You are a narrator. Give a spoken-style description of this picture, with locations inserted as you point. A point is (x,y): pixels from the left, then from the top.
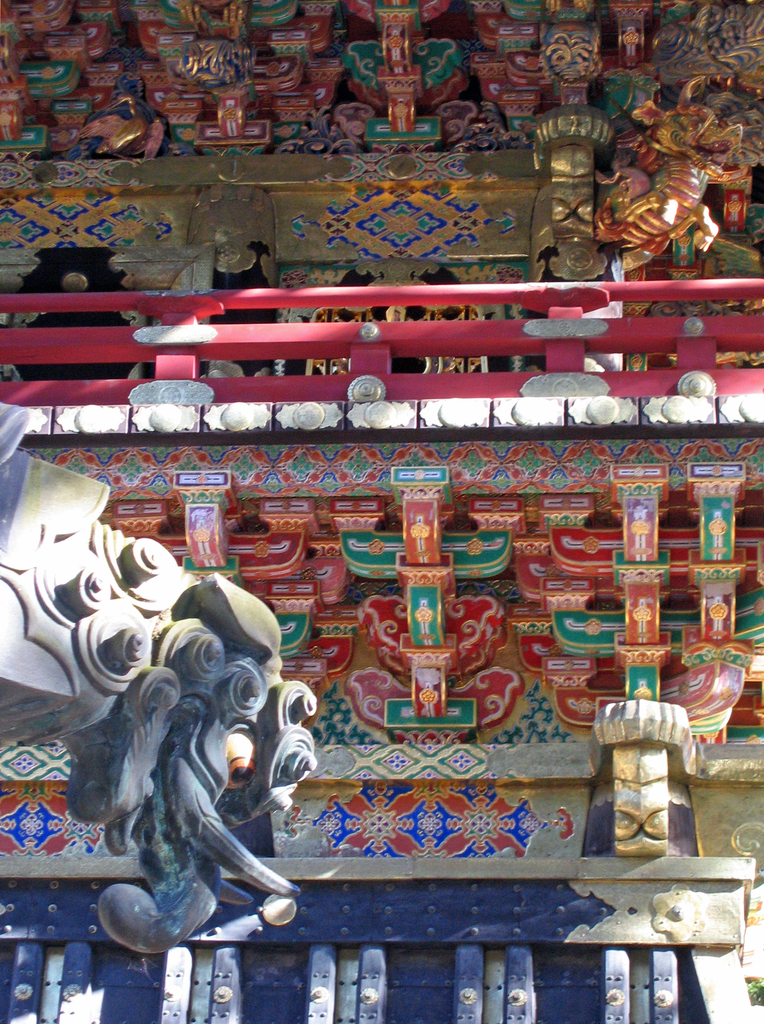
In this image, I can see the sculptures (277,663). This looks like a wood (130,333), which is red in color. These sculptures (538,596) are colorful.
